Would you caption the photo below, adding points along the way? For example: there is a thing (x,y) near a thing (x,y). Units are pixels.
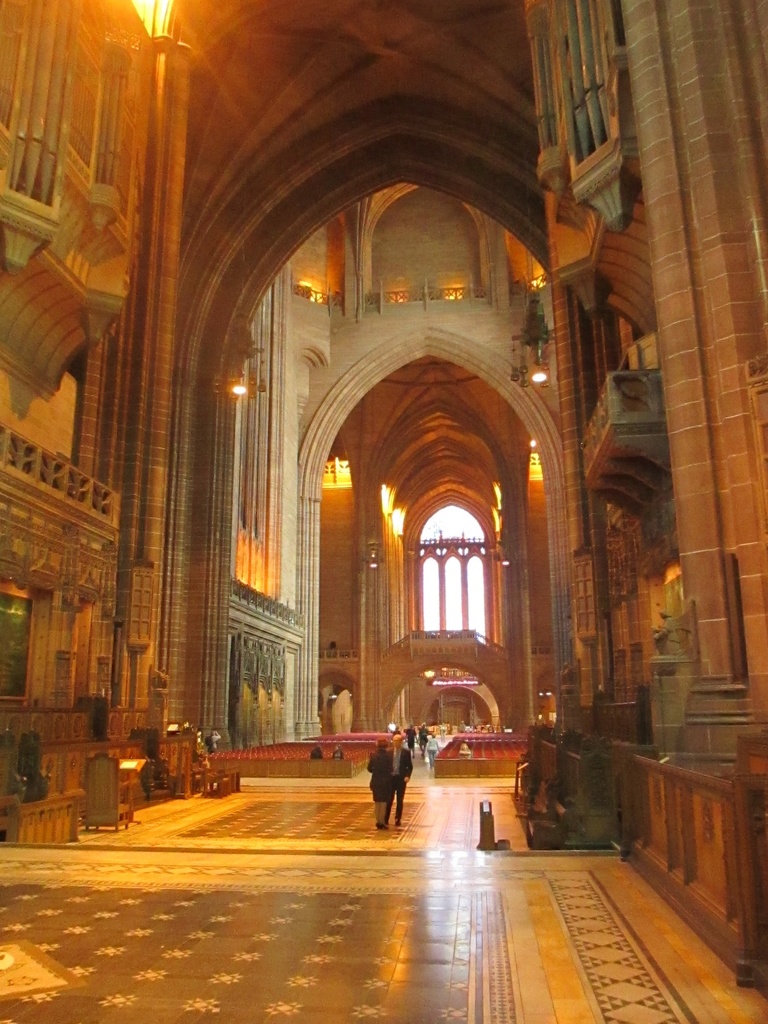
In this image I can see inner part of the building (336,659). I can also see few persons (383,829) standing, background (440,523) I can see sky (450,523) in white color.
